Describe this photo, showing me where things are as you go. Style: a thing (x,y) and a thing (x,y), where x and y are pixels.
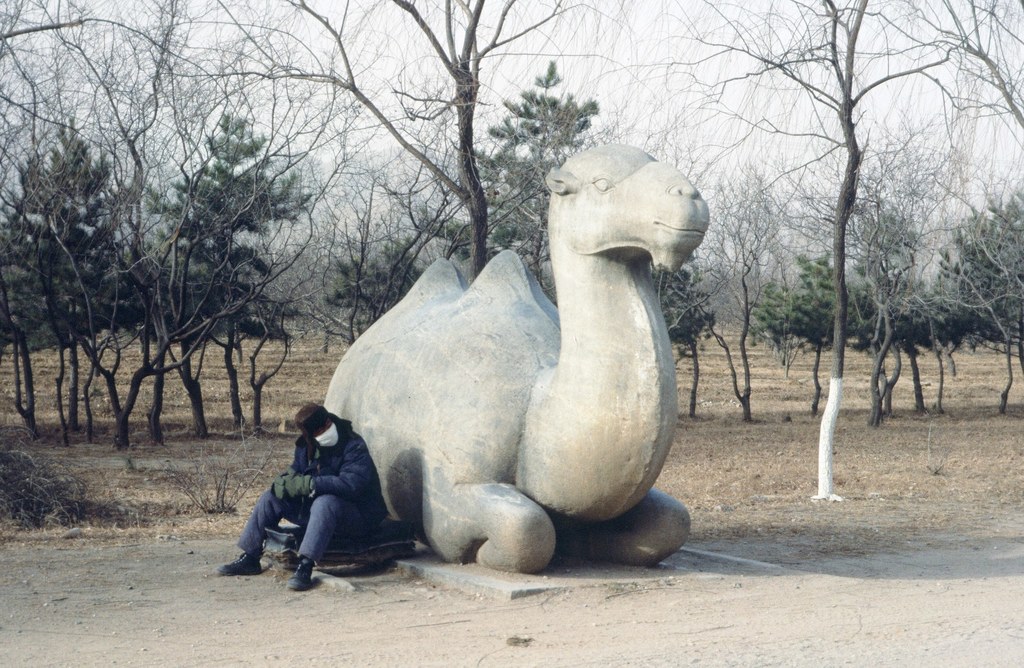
In this image I can see a statue (611,341) of a camel (557,412). Here I can see a person (320,502) is sitting. In the background (284,219) I can see trees (320,214), the grass (226,430) and the sky (403,66).
